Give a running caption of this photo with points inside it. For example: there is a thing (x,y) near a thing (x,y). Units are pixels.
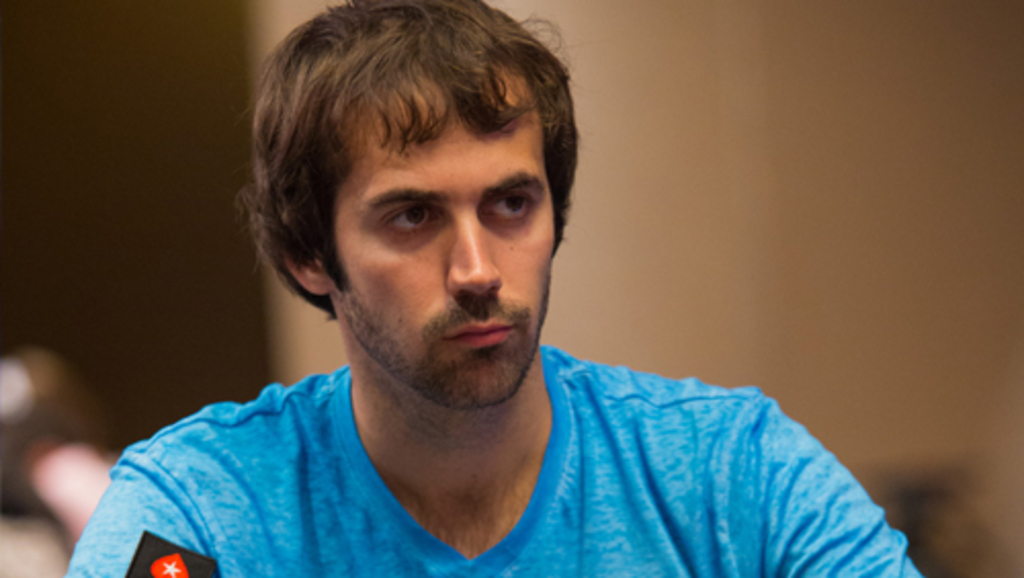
The man (384,335) in front of the picture is wearing the blue T-shirt (524,549). He might be sitting. He is looking at something. Behind him, we see a wall (673,206). On the left side (41,223), it is black in color. This picture is blurred in the background (797,281).
